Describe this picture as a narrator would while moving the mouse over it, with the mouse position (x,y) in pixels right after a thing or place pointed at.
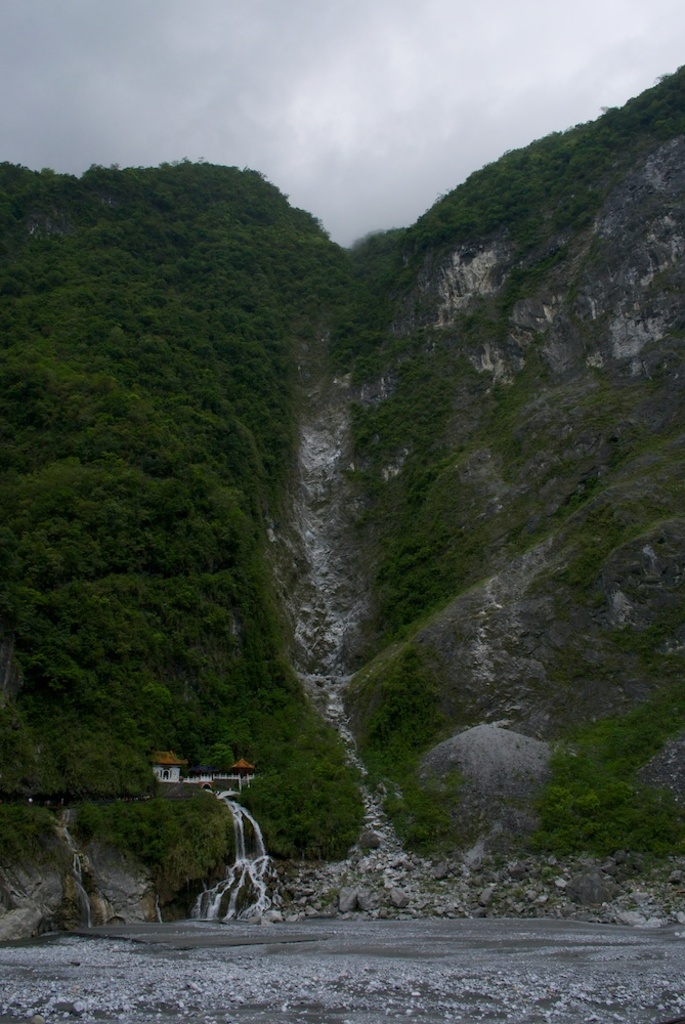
In this image we can see mountains (280,629), trees (244,746), rocks (254,896), there is a house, also we can see the river (231,939), rocks (126,1000), and the sky (327,32).
